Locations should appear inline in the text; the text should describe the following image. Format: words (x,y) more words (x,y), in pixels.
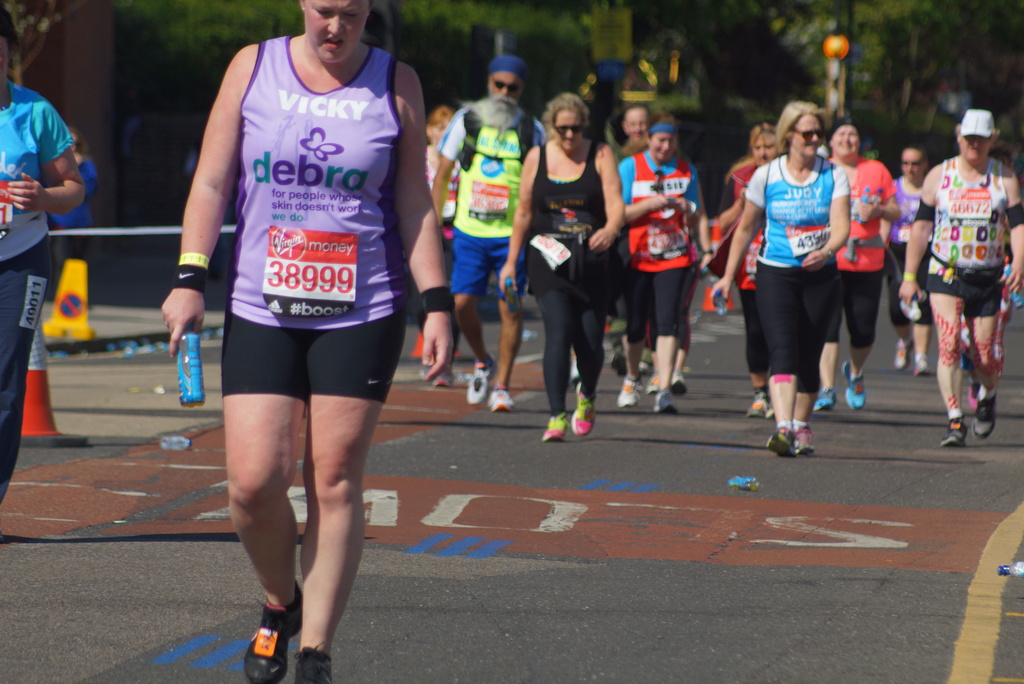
In this picture we can see a few people (524,270) holding objects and walking on the path (224,530). We can see some objects (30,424) on the path (29,471). There is a traffic cone (29,419) and a sign (83,309) is visible on a board (75,299). We can see a few objects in the background (727,106). Background (1012,131) is blurry.
